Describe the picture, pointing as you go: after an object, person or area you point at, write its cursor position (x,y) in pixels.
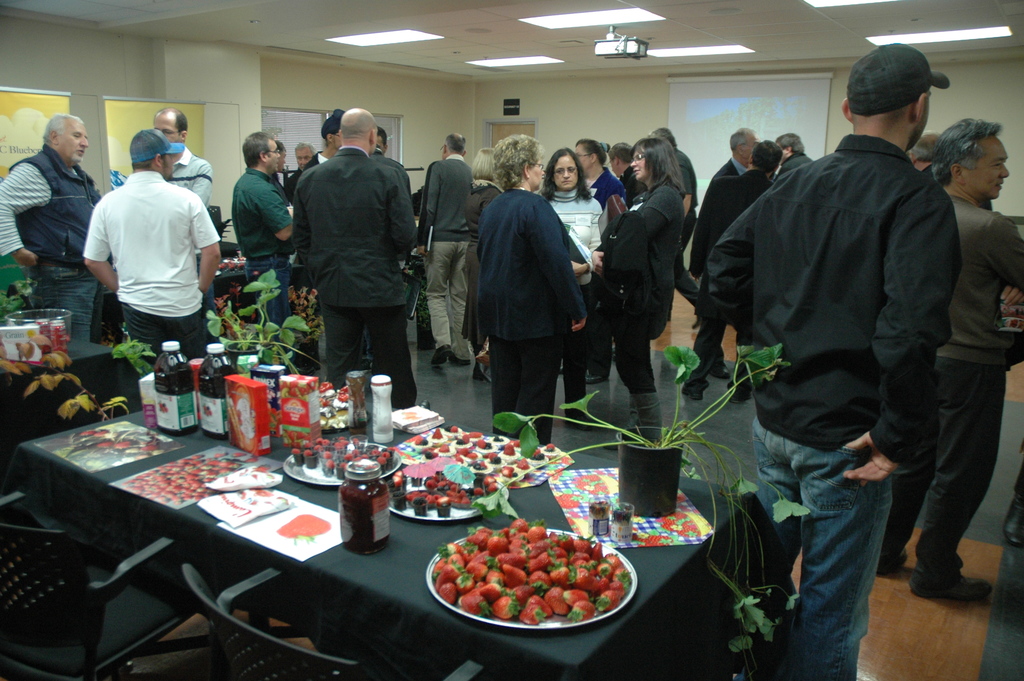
In this image we can see a group of people (338,286) standing on the floor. On the bottom of the image (337,597) we can see some chairs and a table (417,597) containing some papers (208,482), bottles (206,427), boxes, cakes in a plate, plants (638,489) in a pot (624,498), strawberries (565,568) in a plate (540,564) which are placed on it. On the backside (659,125) we can see a wall (841,134), banners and a roof (572,69) with some ceiling lights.
